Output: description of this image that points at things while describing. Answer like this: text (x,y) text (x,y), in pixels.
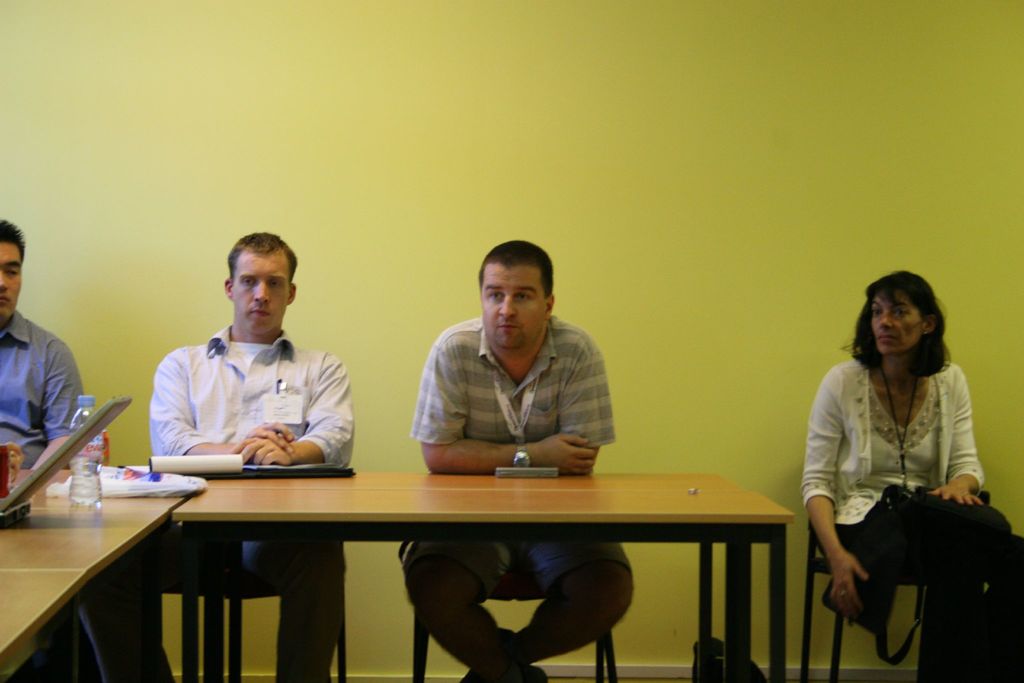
This picture is clicked inside the room (176,184). There are four people (455,398) sitting on the chair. On the right corner of the picture (895,370), we see women (885,318) wearing white dress (848,437) is holding black bag (916,511) in her hands (958,490). In the middle of the picture (591,389), we see a man (455,414) in grey t-shirt (483,407) is wearing ID card (511,432), he is also wearing watch (525,451). The man (9,239) on the left corner of the picture (40,395) is wearing blue shirt (29,391). In front of them, we see a table (389,502) on which laptop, cover (151,478), water bottle (77,471) is placed.
